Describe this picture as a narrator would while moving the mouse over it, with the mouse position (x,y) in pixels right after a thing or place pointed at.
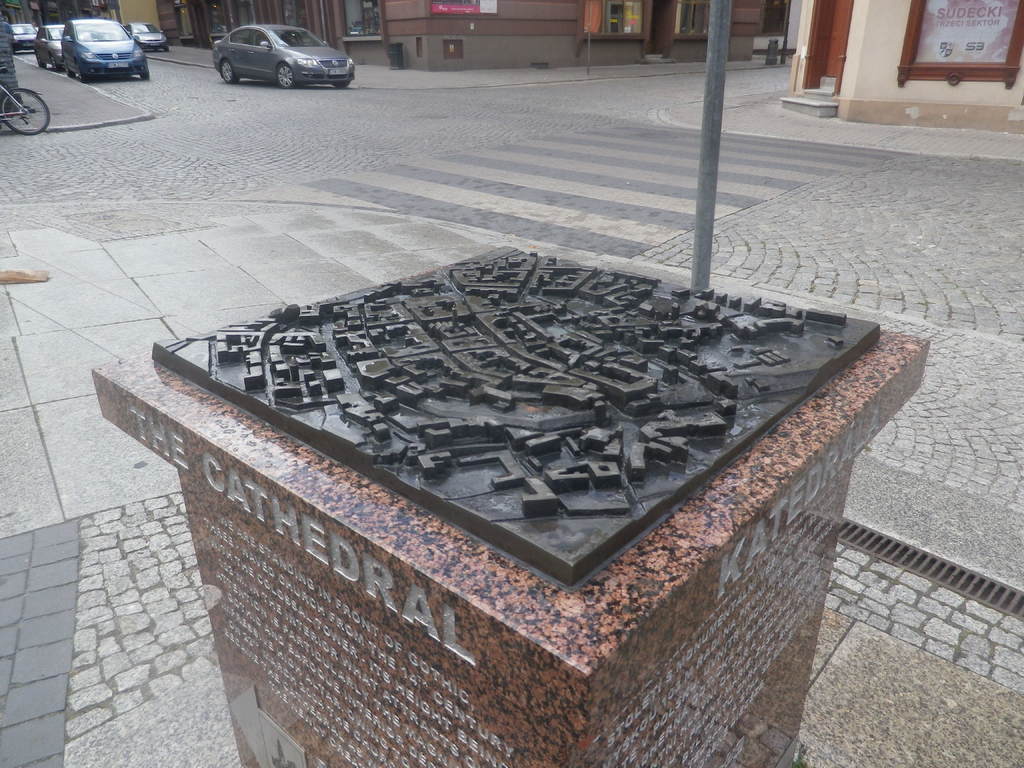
In this image at the bottom (519,615) there is a memorial (215,499), on which there is a text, at the top (258,91) there is a road (882,241), on which there are some vehicles (59,62), poles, bicycle (2,92), beside the road (246,116), I can see the building (812,28), wall (889,60).
